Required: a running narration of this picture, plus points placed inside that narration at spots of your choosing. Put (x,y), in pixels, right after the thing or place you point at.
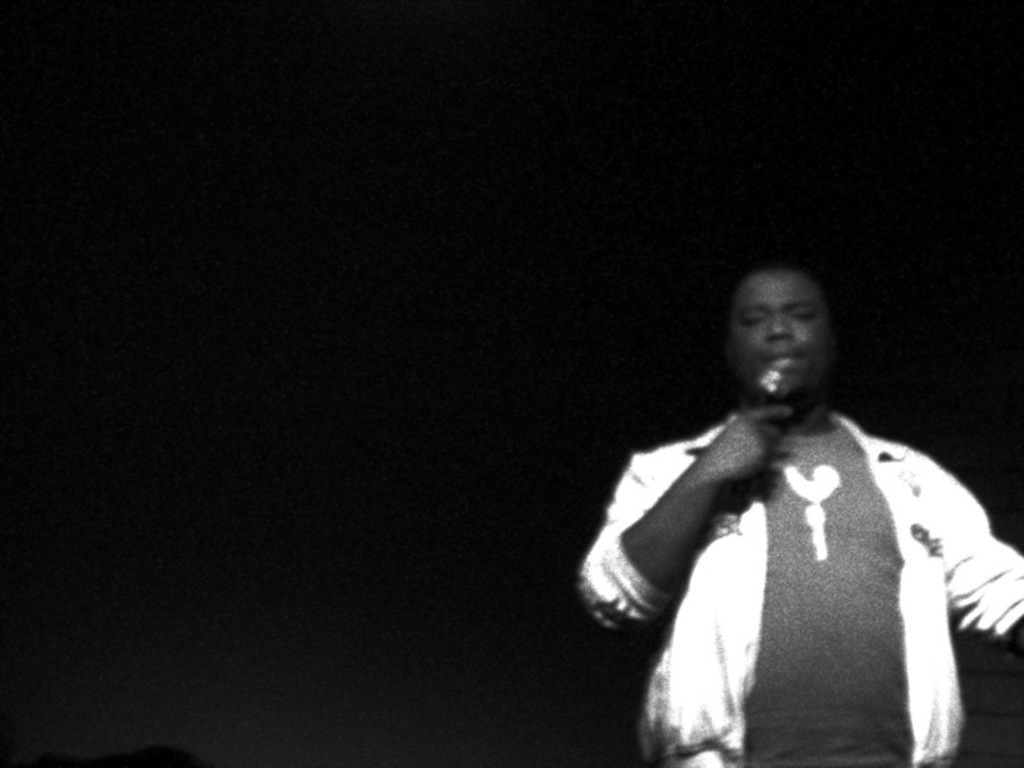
This is a black and white picture. The man (870,572) on the right side (812,531) who is wearing a white jacket (735,593) is holding a microphone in his hand (710,465) and I think he is talking on the microphone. In the background (568,496), it is black in color.
